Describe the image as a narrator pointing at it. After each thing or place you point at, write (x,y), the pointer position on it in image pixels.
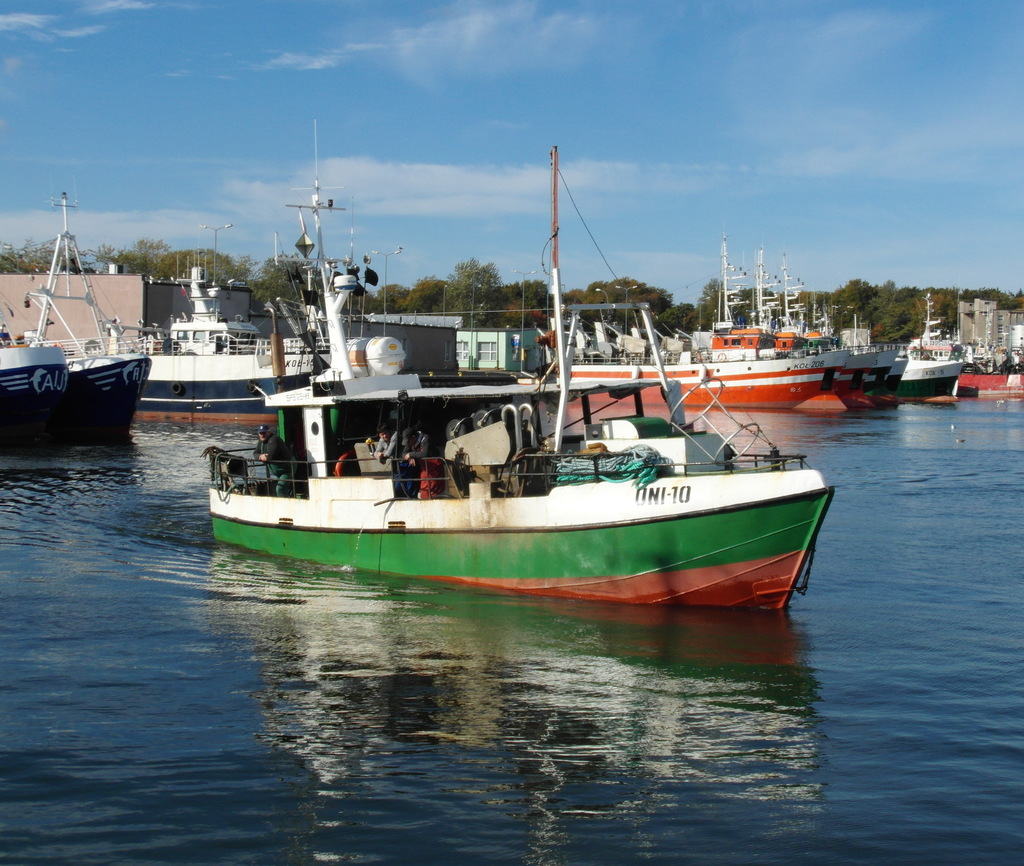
In this image I can see water (858,420) and in it I can see number of boats (578,359). In the background (501,261) can see number of trees (592,297), clouds (371,47) and the sky (452,136).
